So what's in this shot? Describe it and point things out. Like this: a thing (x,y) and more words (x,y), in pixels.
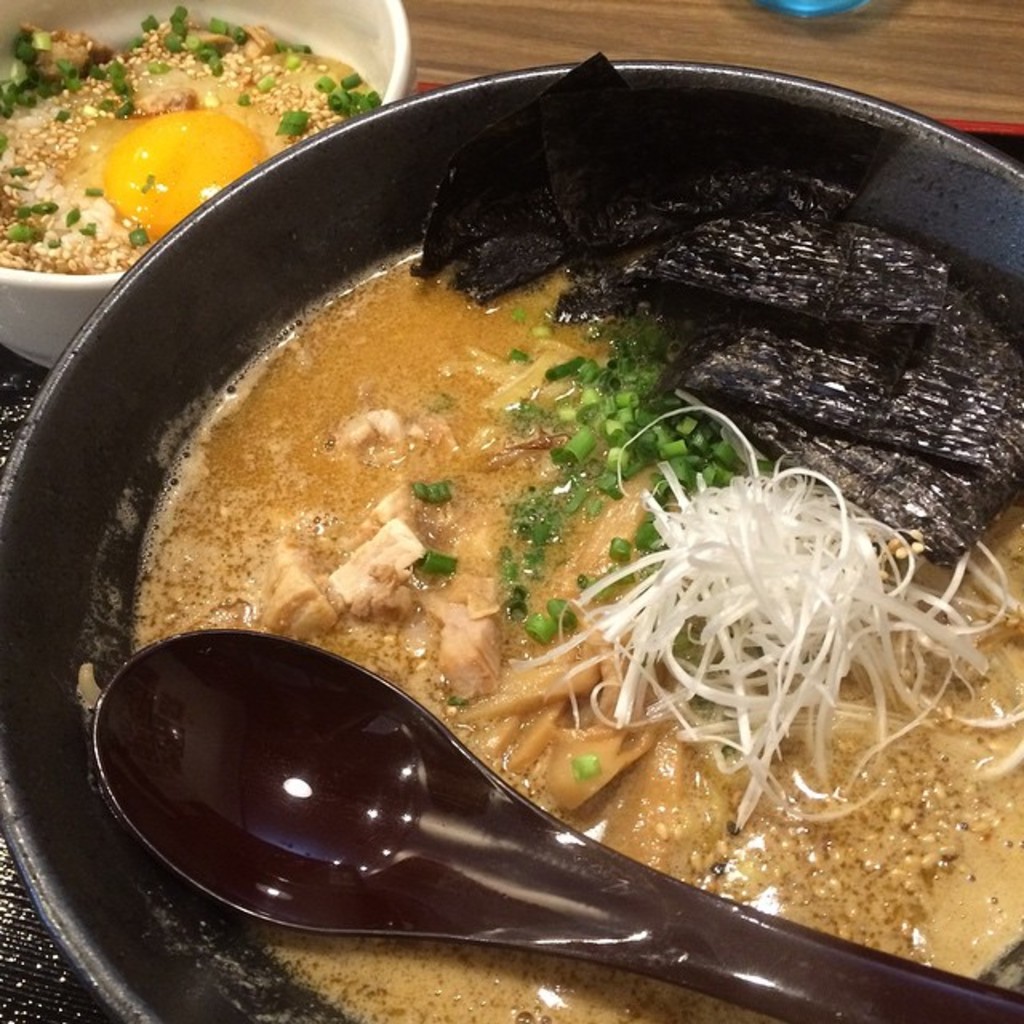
In this image I can see the pan (107,319) and bowl (275,13) with food (328,485). I can see the bowl (48,340) and pan (103,323) is in white and black color. I can see the food (273,400) is in green, brown, black, white and yellow color. These are on the black and brown color surface (511,53).
